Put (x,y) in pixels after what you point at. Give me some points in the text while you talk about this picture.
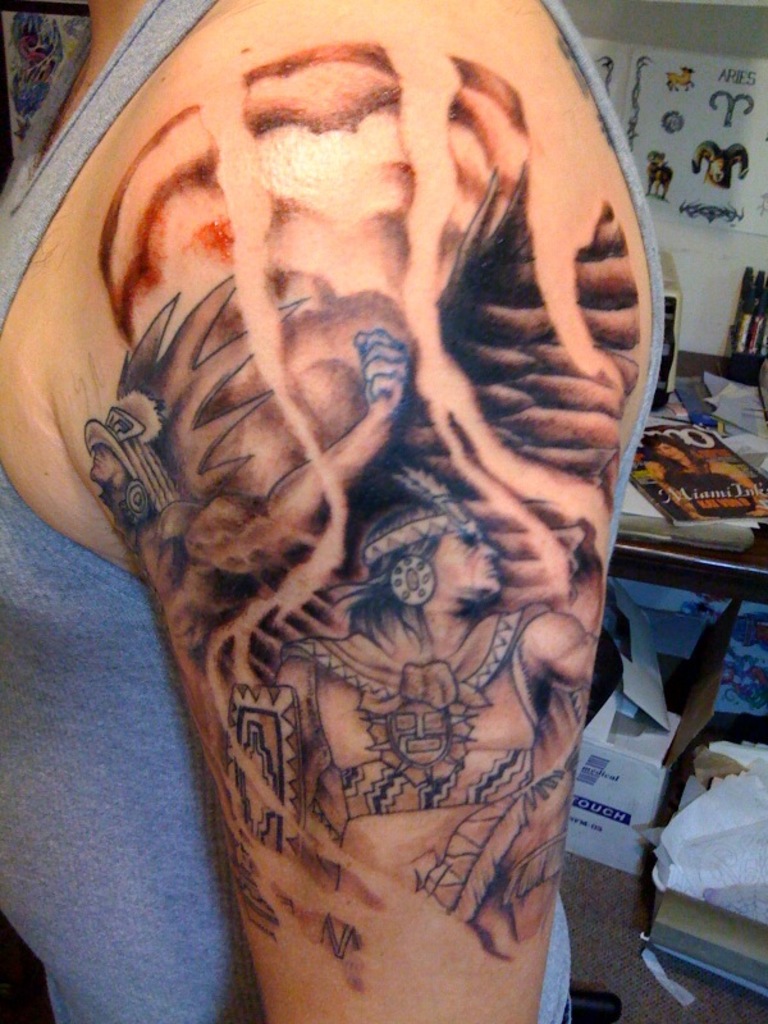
In this picture we can see a tattoo (221,605) on a person's arm (359,170) and in the background (645,622) we can see boxes (668,711), books (647,499), papers (731,421) and some objects (669,575).
